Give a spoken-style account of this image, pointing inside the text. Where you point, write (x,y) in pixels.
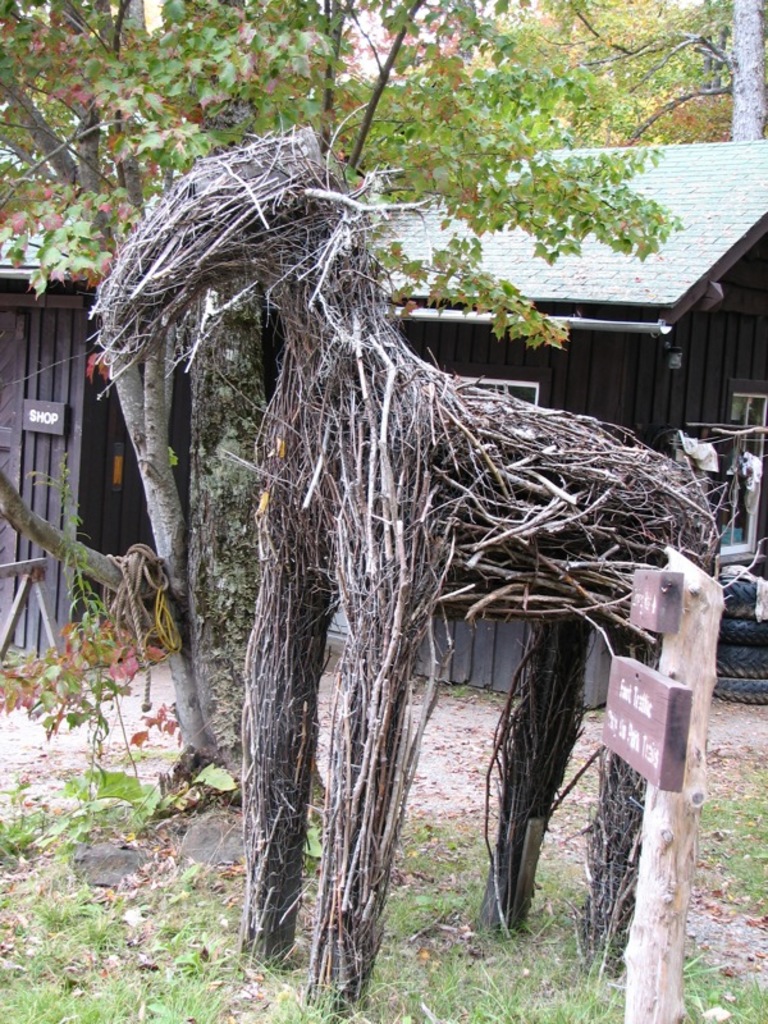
In this picture, it seems like a wooden model of an animal (377,634) and a pole (701,607) in the foreground area of the image (643,636), there are trees (394,163) and a house (748,156) in the background (512,319).
